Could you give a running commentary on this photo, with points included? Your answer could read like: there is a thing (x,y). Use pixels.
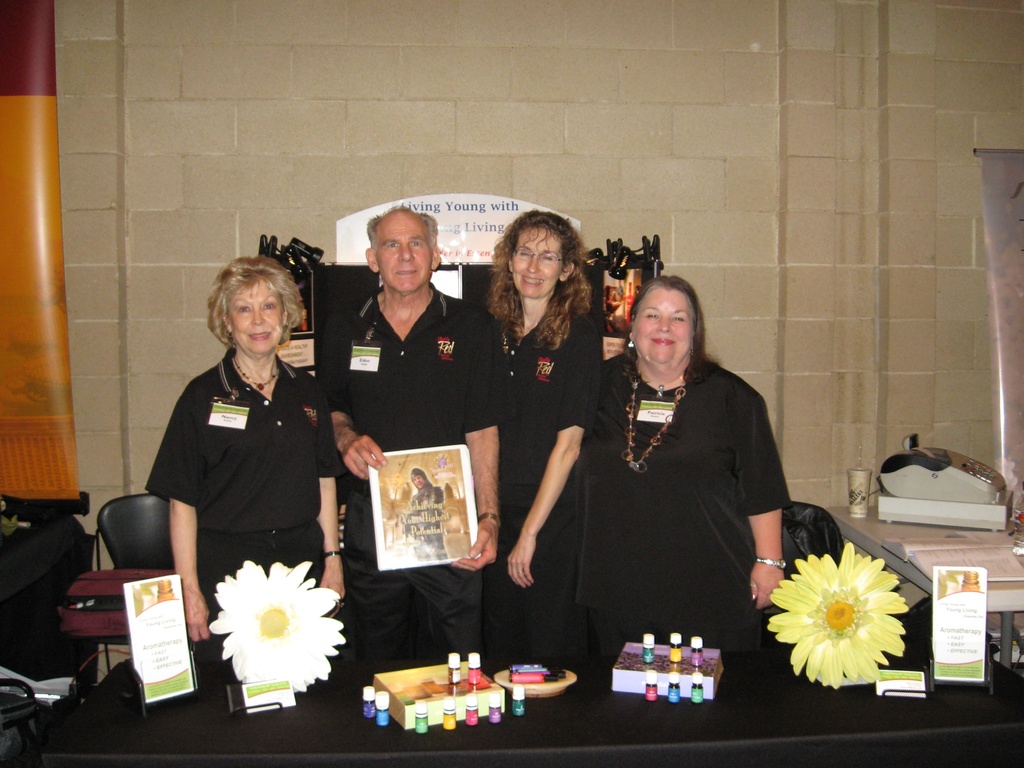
In the image there is an old man (387,283) and three woman (685,321) standing in front of table (879,747) in black dress (277,473), there are flowers (250,638), perfume bottles (517,704) on the table (679,729) and the old man (428,606) is holding a photograph (415,523), on the right side (998,588) there is another table (920,527) with book (945,544) on it and behind them there is a wall (260,149) with a chair (129,534) on the left side (130,568).
